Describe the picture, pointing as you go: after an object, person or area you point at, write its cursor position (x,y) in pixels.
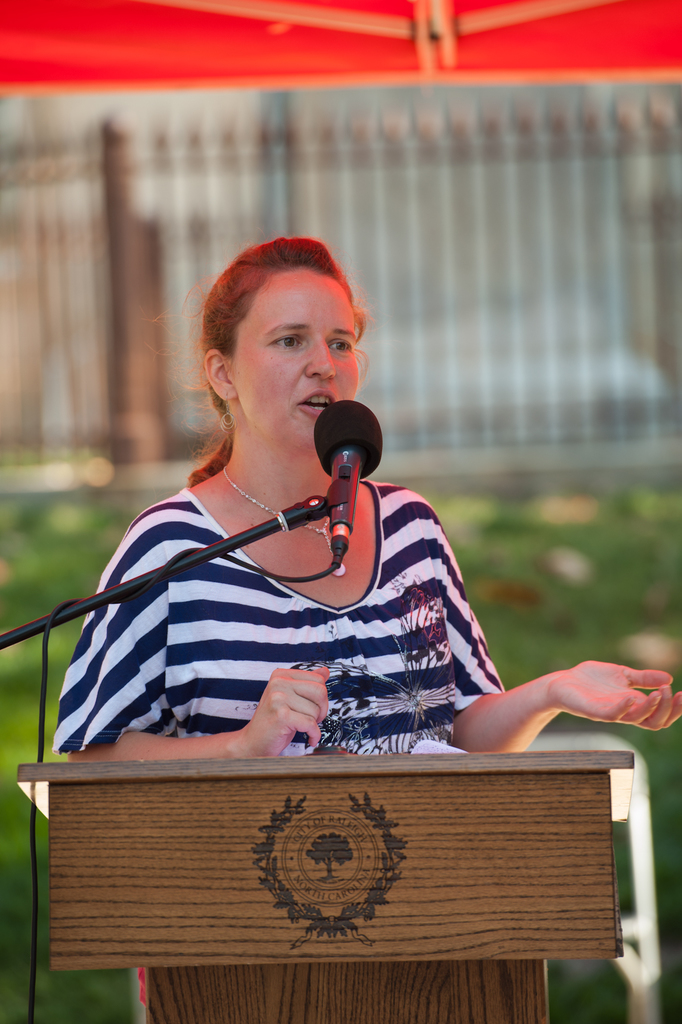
In this image there is a person (309,314) standing and talking, she is holding an object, there is a podium (357,875) truncated towards the bottom of the image (364,925), there is a microphone (342,426), there is a stand (320,503) truncated towards the left of the image (2,638), there is a wire (43,720) truncated towards the bottom of the image (33,1001), there is an object (254,61) truncated towards the top of the image (480,65), there is a fencing (516,212) truncated, there is grass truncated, there is an object (642,886) truncated towards the bottom of the image (643,954).
